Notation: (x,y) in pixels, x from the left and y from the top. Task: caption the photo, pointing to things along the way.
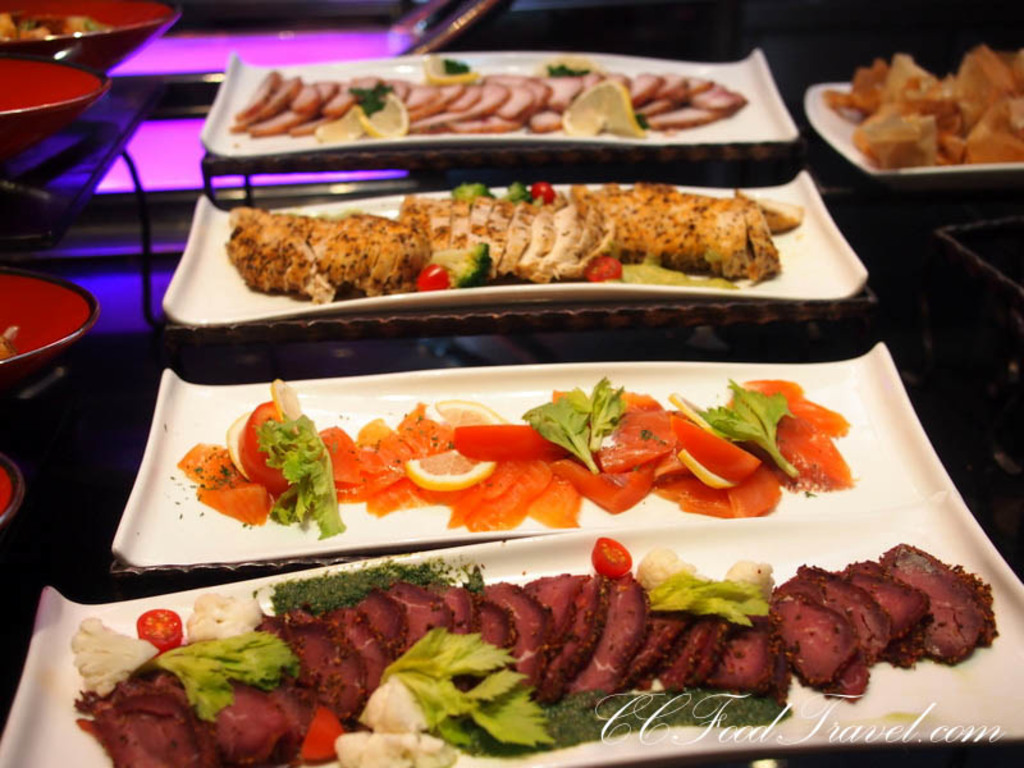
There are trays (162,430) in the foreground area of the image (510,432), which contains food items (824,413) in it, it seems like utensils (63,342) on the left side (73,333).
